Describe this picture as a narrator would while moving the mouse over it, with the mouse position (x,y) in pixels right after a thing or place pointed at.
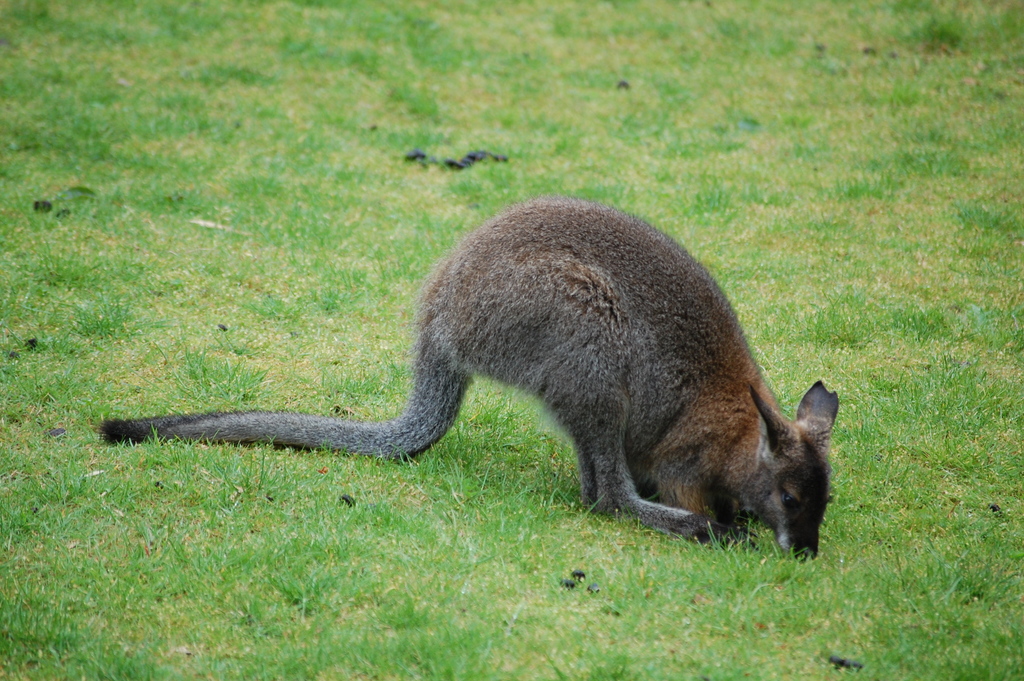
In this image there is a Kangaroo (670,416) in a field (693,86).
